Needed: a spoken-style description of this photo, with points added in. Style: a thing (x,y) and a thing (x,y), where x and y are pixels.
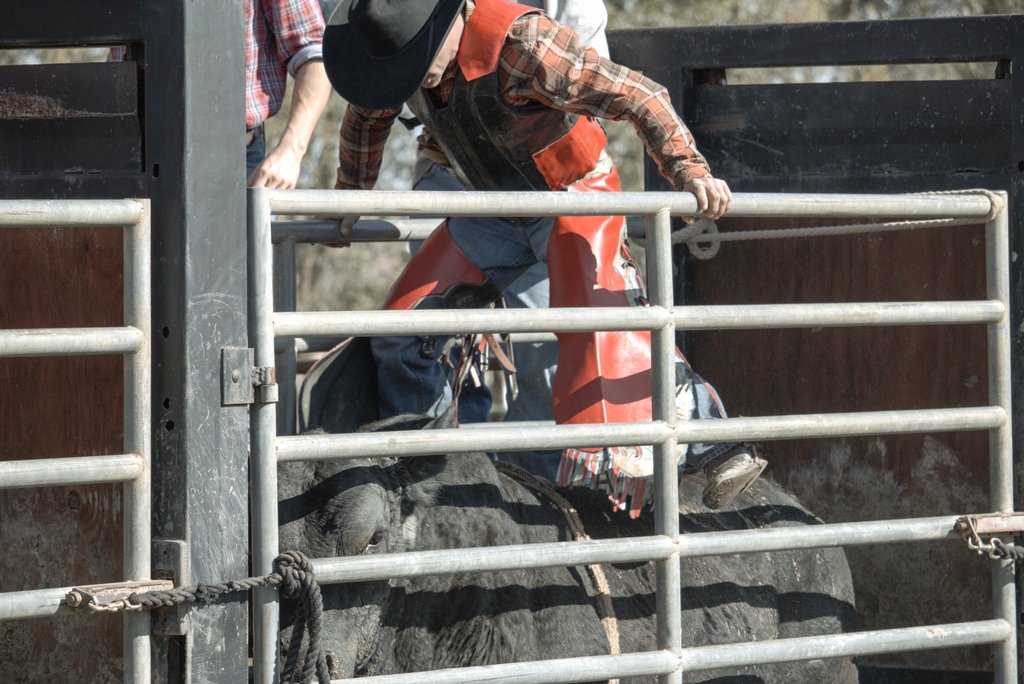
We can see rods (252,250) and rope (190,596). There are people (373,394) and we can see an animal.
